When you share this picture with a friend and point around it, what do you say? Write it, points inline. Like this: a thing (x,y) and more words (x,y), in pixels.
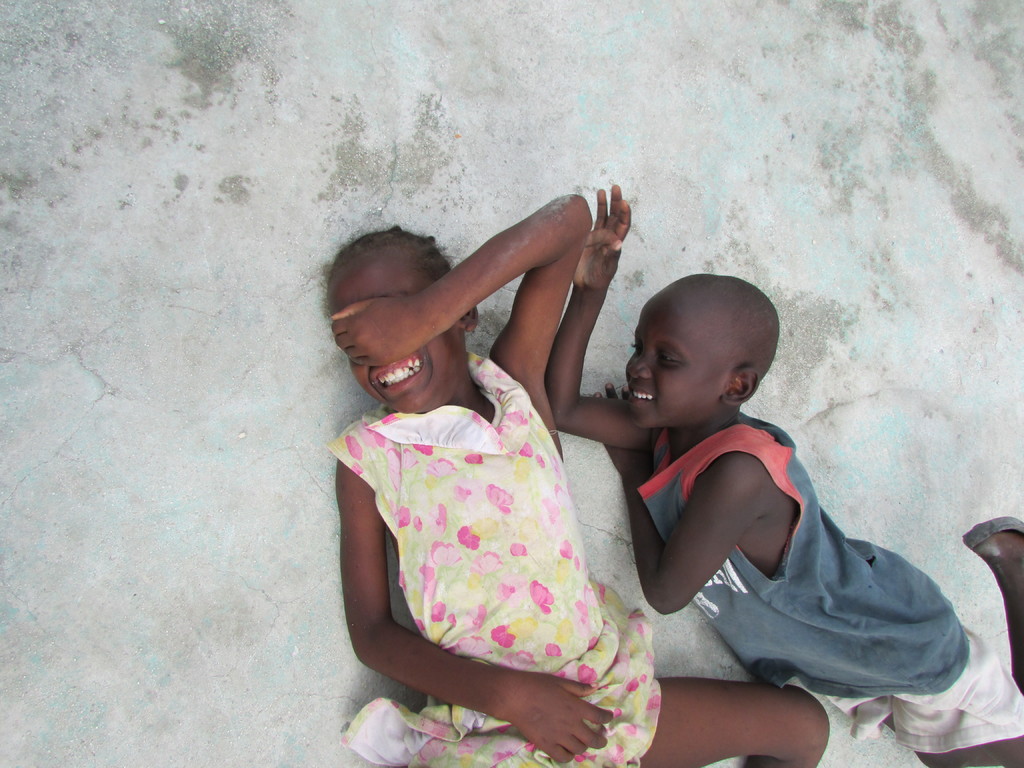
At the bottom of this image (567,551), there is a girl (505,374) lying on the floor (339,416). Beside this girl (543,579), there is a boy (820,581), smiling and lying on the floor (89,396). And the background (89,410) is gray in color.
